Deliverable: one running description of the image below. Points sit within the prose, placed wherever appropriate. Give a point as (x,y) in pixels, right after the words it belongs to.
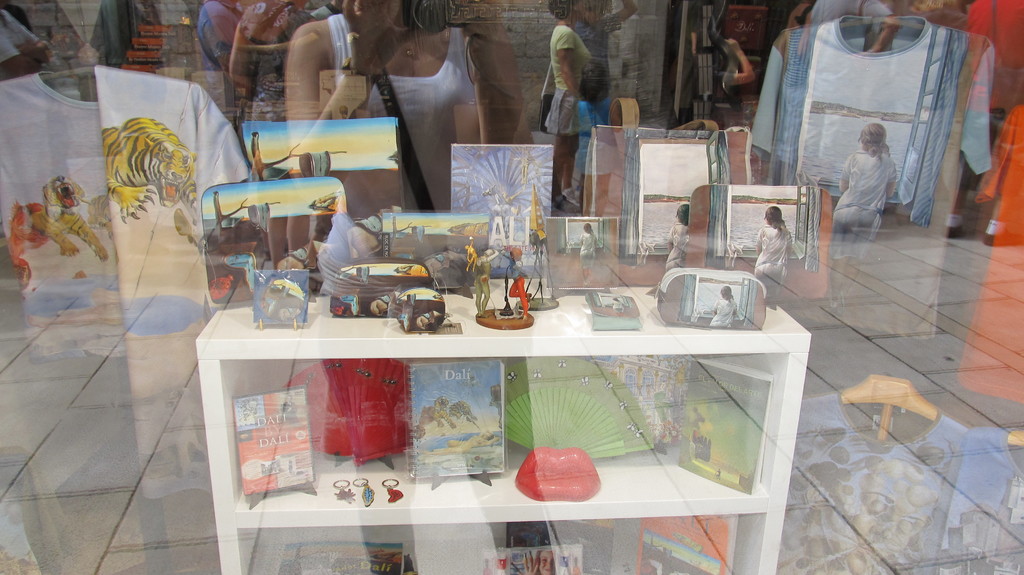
In this image in the foreground (663,157) there is a glass (137,479) and through the glass (378,349) we could see reflection (300,39) of some people (317,86), clothes (923,81), and one cupboard (449,492). And in that cupboard (219,497) there are some books (727,432) and some objects (555,486), and on the cupboard (319,327) there are some toys (520,282) and some objects (518,189).
